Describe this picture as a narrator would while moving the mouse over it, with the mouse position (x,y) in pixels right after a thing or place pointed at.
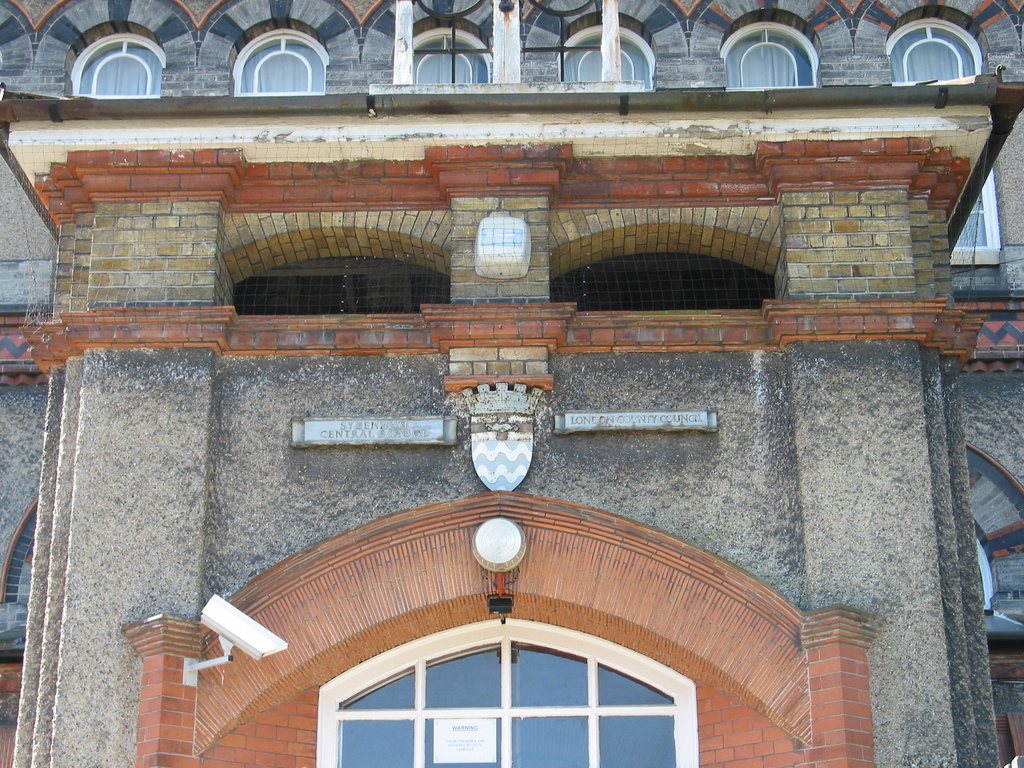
In the picture there is a building (538,674), on the building (538,674) there are glass windows (538,674) present.
